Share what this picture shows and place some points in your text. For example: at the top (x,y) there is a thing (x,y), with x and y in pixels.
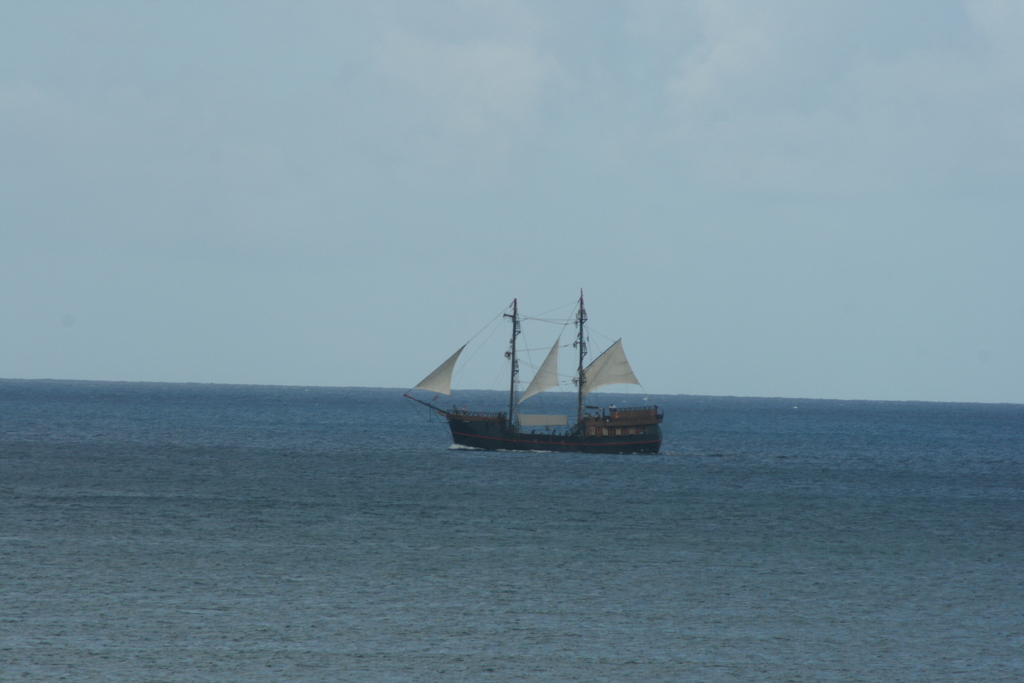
In this picture I can see there are a ship (466,436) sailing in the ocean (529,467) and the sky (523,359) is clear.
